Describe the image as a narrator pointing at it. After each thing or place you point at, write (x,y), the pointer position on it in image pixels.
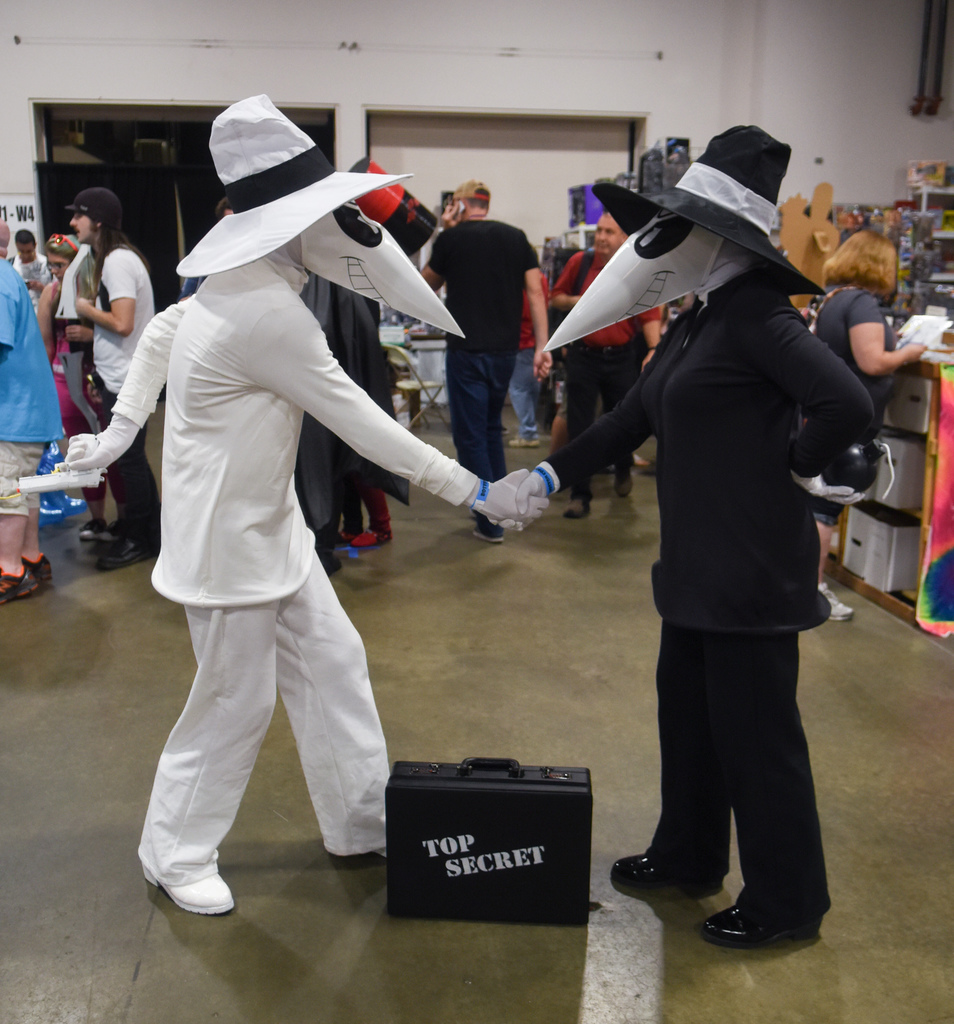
In this image I can see the ground (128,985) and two persons (267,486) wearing costumes (291,504) are standing. I can see a black colored suitcase (513,803) in between them. In the background (453,398) I can see few persons (457,436) standing, the white colored wall (615,49) and few other objects (949,249).
